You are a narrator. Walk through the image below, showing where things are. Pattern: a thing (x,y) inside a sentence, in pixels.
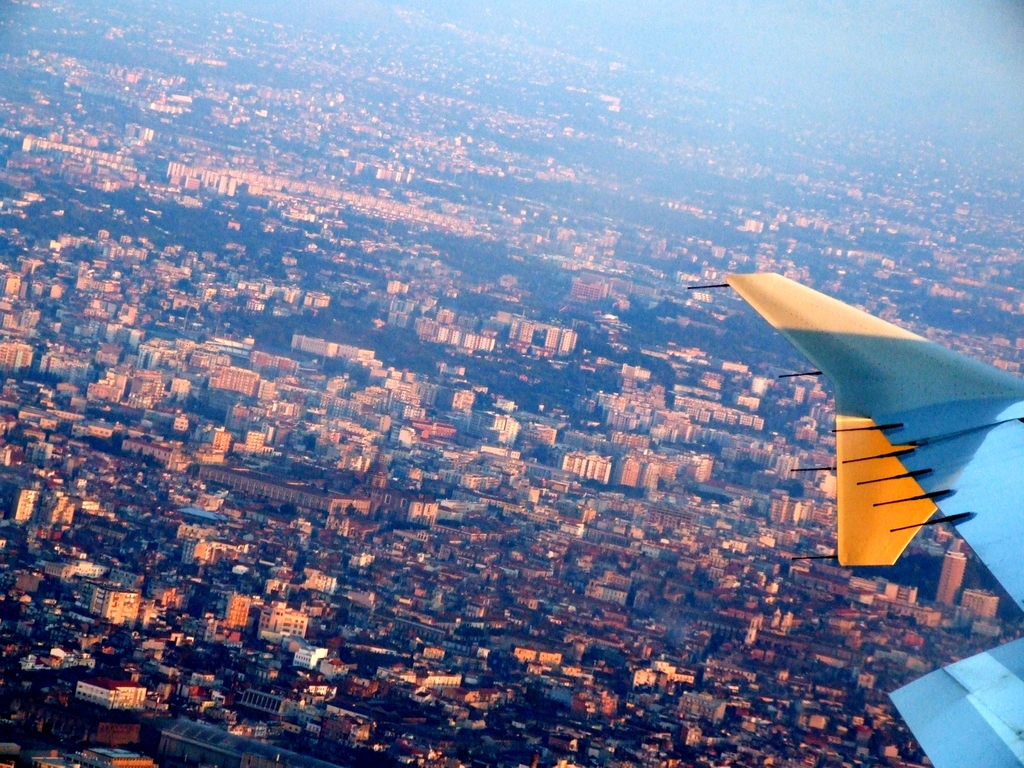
This is an aerial view where we can see buildings (640,135) and trees (493,365). It seems like an airplane (989,464) on the right side of the image (1001,487).
